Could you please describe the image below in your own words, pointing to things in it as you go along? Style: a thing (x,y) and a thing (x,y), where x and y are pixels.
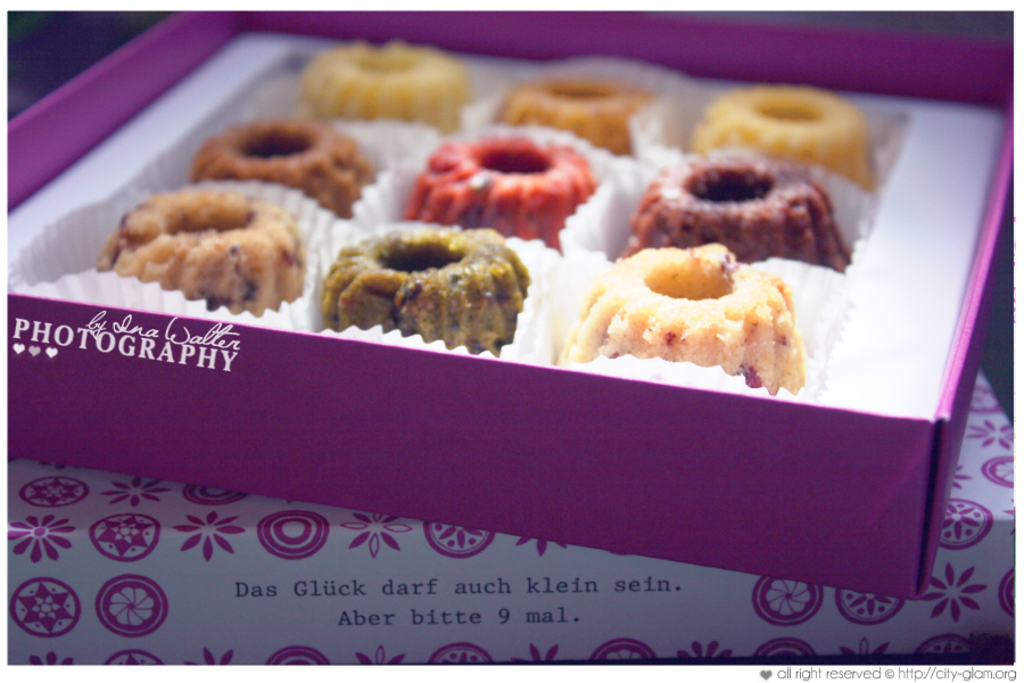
In this image I can see a box (111,184) and in the box (76,451) I can see cakes (518,214) and the box (157,435) is kept on the lid (216,504), on the lid (188,523) I can see pink designs (105,526).
